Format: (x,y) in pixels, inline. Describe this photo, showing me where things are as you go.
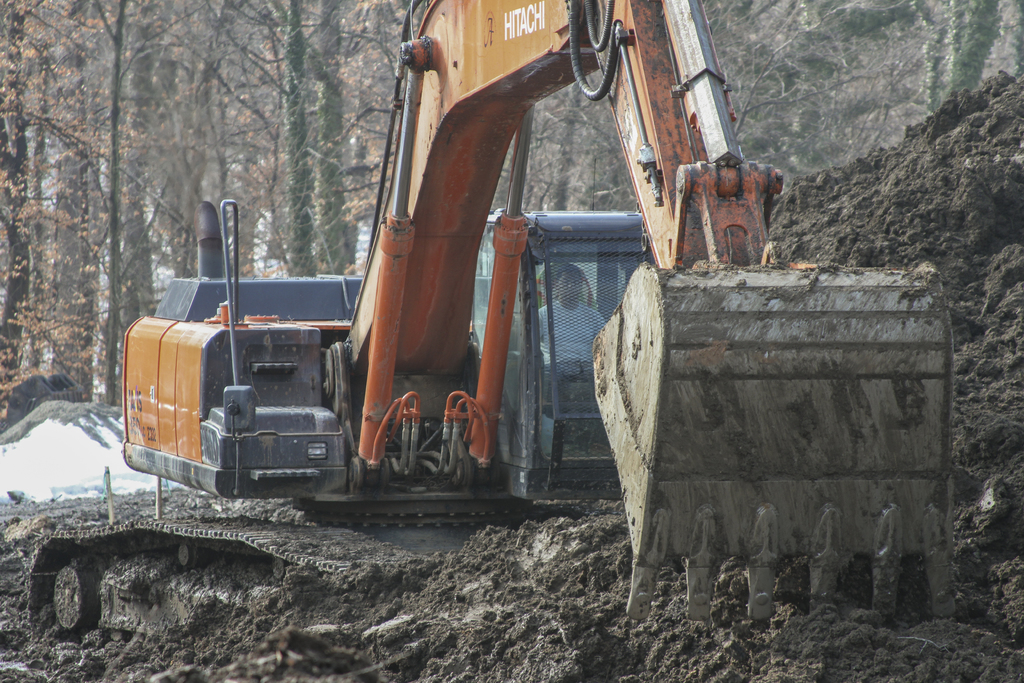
In this picture I can see there is an excavator (365,342), there is a person (557,346) riding the excavator (518,321) and there is soil (555,625) and there are trees (66,57) in the backdrop (266,148).
